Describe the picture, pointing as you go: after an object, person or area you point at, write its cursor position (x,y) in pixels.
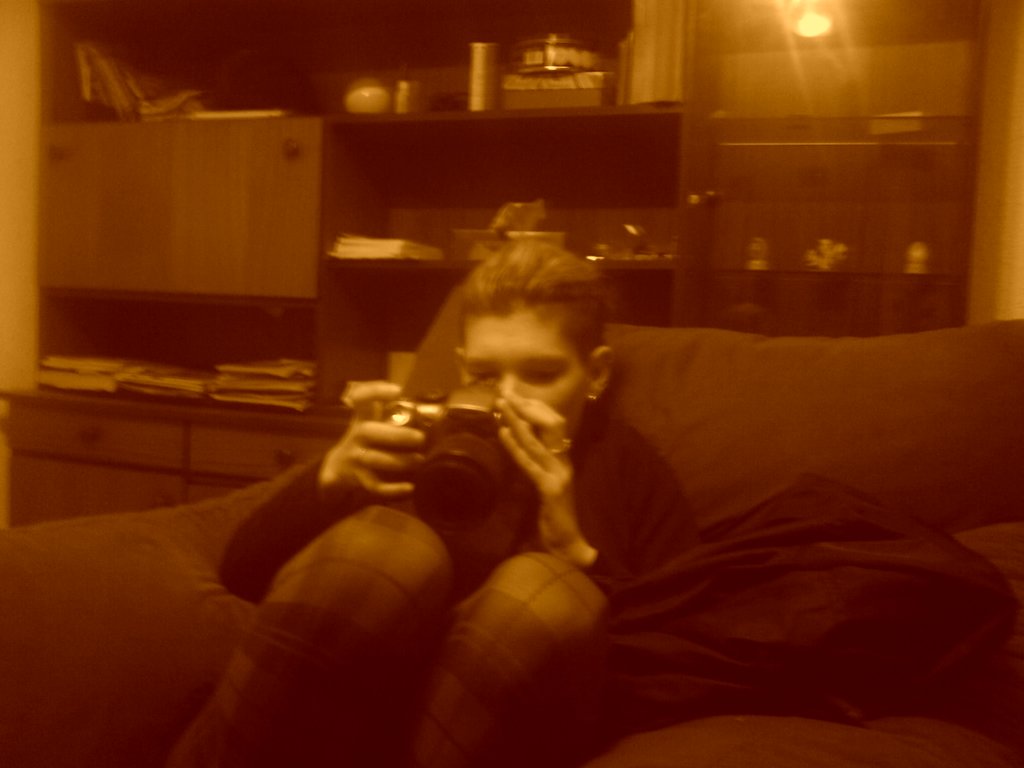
In this image we can see a person (571,554) sitting on the couch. There is an object (802,588) on the couch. There are many objects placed on the shelves (378,206). There are wooden cabinets (222,433) in the image. There is a reflection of lamp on the glass (786,101) in the image.
